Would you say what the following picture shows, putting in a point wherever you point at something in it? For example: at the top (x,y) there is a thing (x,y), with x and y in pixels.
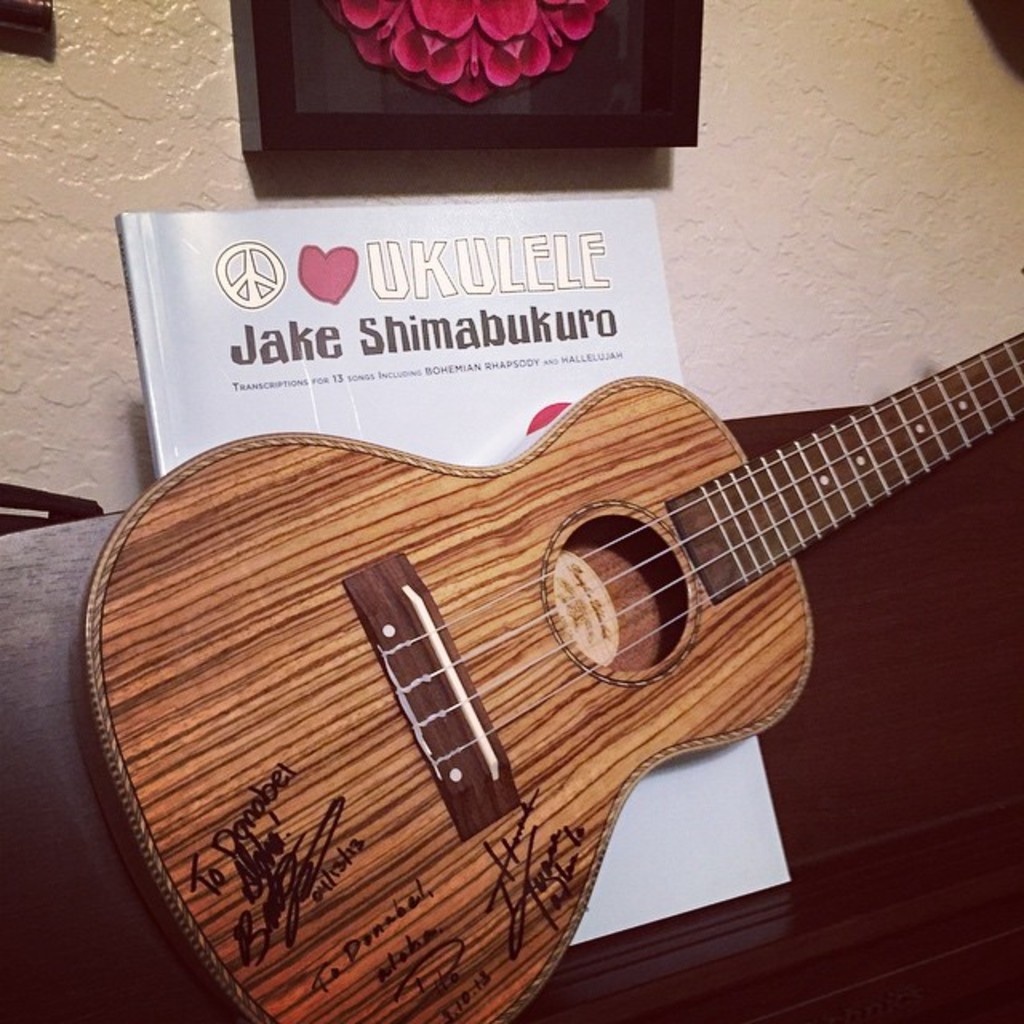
In this image, There is a table (878,861) which is in brown color and on that table (19,820) there is a music instrument (239,690) which is in yellow color and there is a book (656,852) which is in white color, In the background (857,198) there is a wall (842,200) in cream color.
